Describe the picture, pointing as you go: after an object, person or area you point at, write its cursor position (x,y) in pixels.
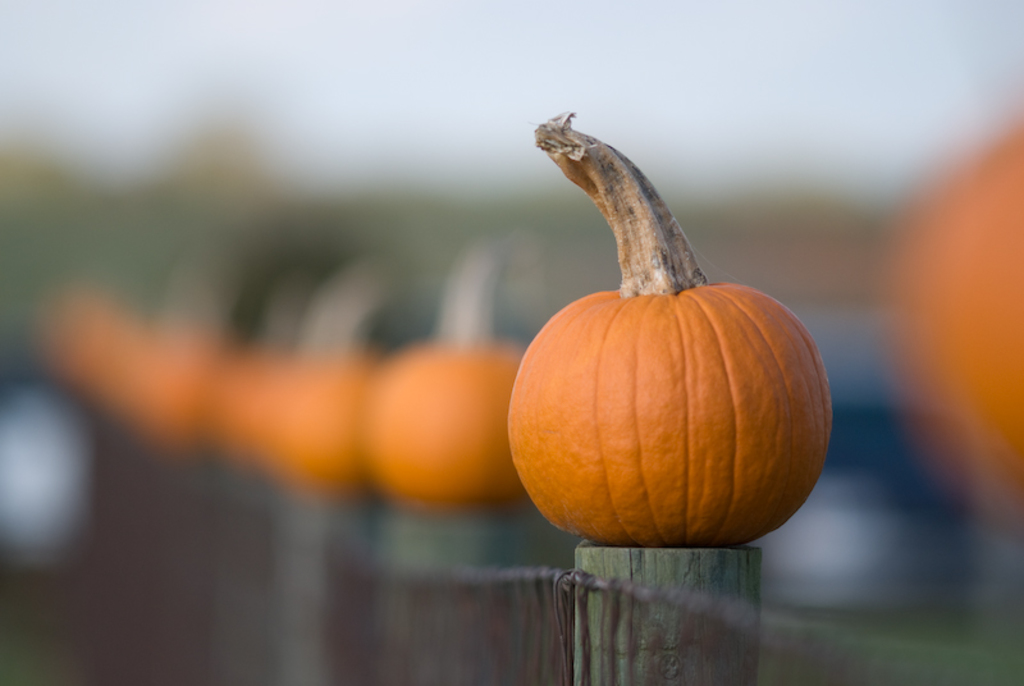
In the image there is a pumpkin (635,381) in the foreground (595,358), the background of the pumpkin (573,445) is blur.
